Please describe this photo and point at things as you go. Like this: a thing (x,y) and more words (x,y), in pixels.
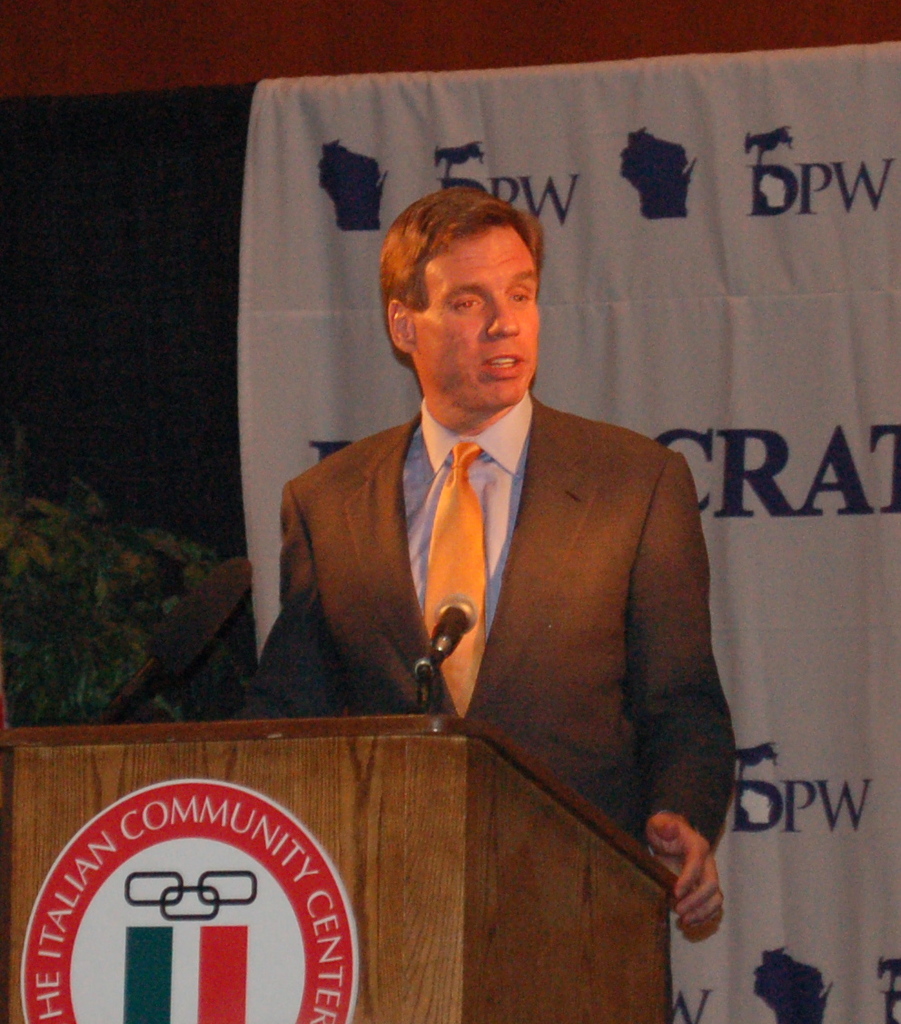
This picture might be taken inside a conference hall (700,670). In this image, in the middle (594,501), there is a man (589,442) wearing a black color suit (594,497) is standing in front of a podium (338,837). On that podium (337,737), we can see a microphone (438,653). On the left side of the image (129,603), there are some plants (142,603). In the background (752,285), we can see black color and white color cloth (861,475).
